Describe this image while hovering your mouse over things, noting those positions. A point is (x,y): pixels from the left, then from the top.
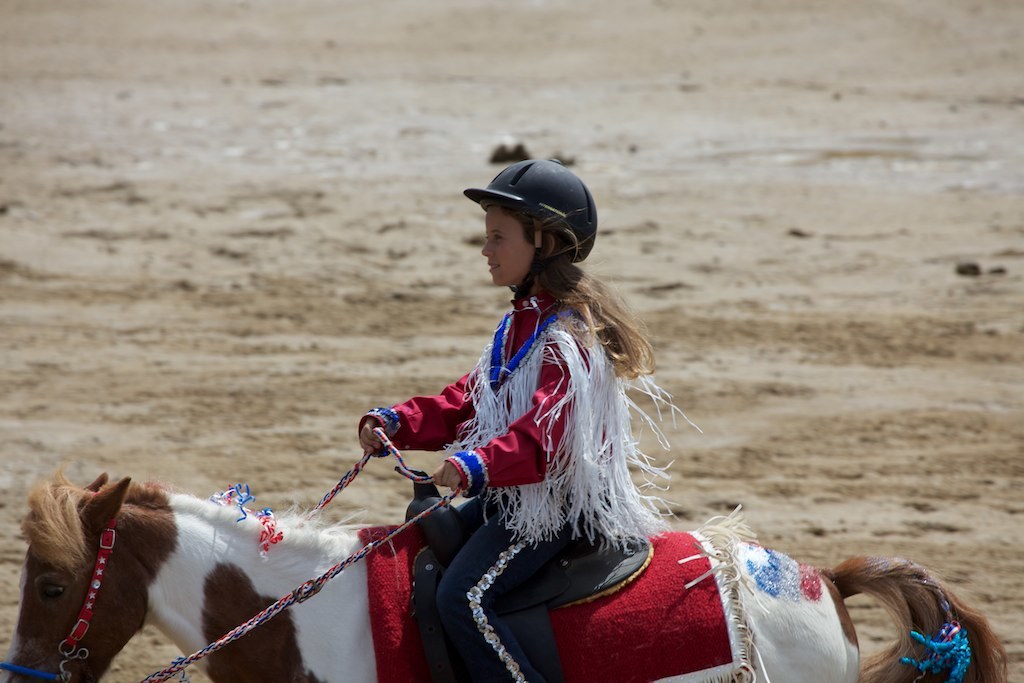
a girl (442,432) is riding a horse (31,619).
